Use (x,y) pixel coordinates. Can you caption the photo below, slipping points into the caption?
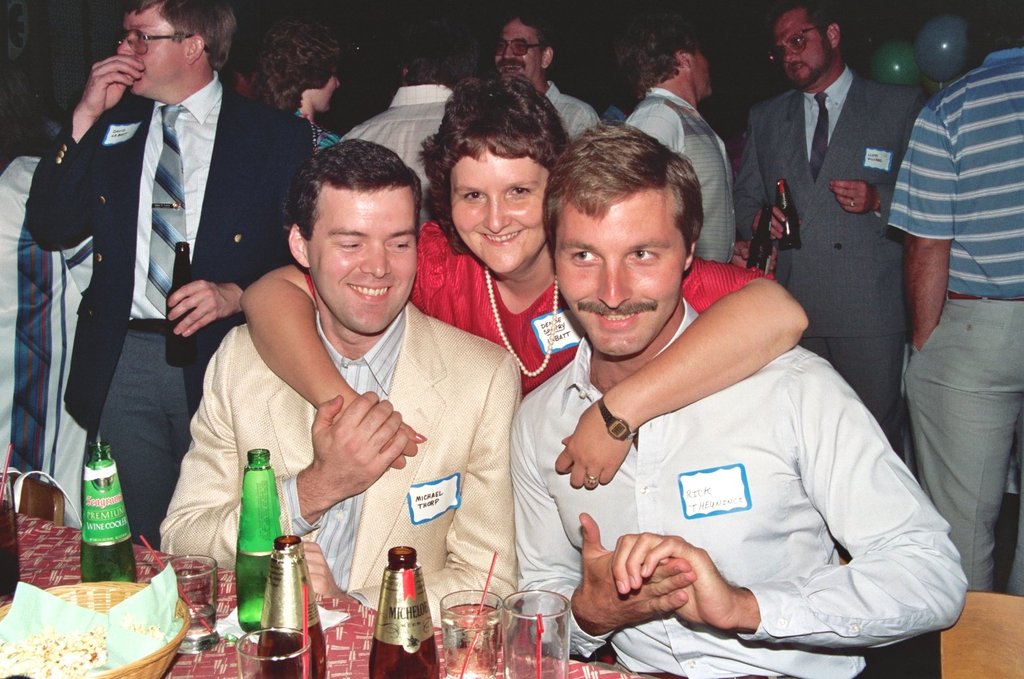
In this image, we can see persons (784,260) wearing clothes (954,215). There is a table (370,622) at the bottom of the image (353,659) contains glasses (288,652), bottles (251,583) and basket (182,635). There are balloons (905,70) in the top right of the image (947,49). There are some persons (726,187) holding bottles (181,285) with their hands (761,212).
